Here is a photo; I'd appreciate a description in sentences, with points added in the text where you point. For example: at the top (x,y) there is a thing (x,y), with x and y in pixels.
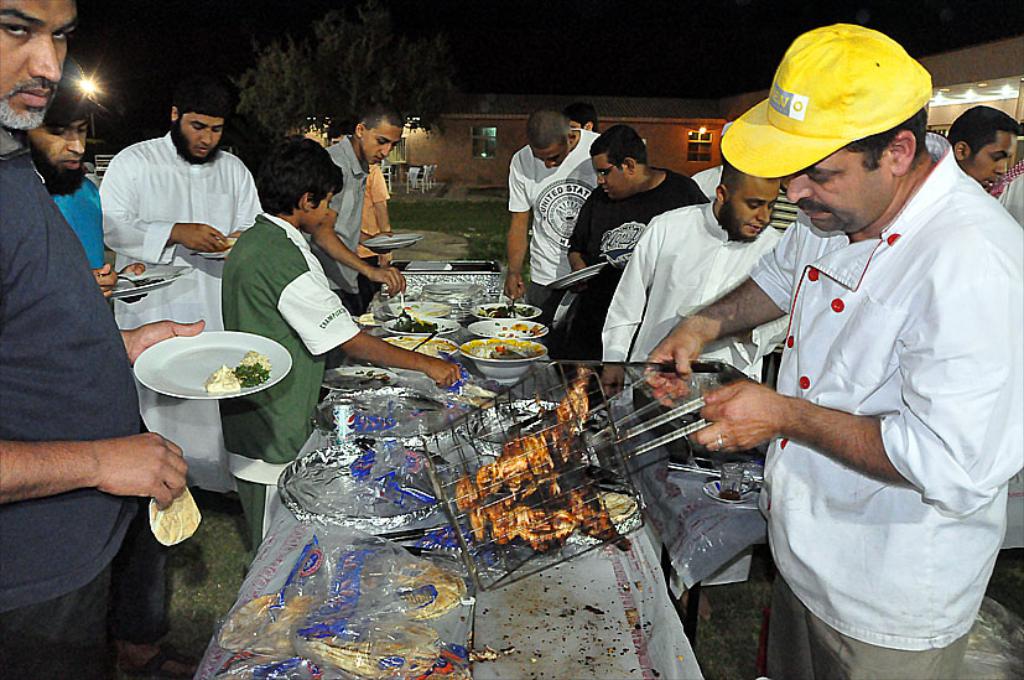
In this image, we can see persons (383,220) wearing clothes (355,231) and standing in front of the table (265,561). This table (265,561) contains plates (406,333) and bowls (498,365). There are some persons (593,144) holding plates (200,374) with their hands (189,326). There is a person (870,289) on the right side of the image (926,328) holding an object (567,428) with his hands (676,383). There is a shelter house (453,131) and tree (407,76) at the top of the image (384,50).
